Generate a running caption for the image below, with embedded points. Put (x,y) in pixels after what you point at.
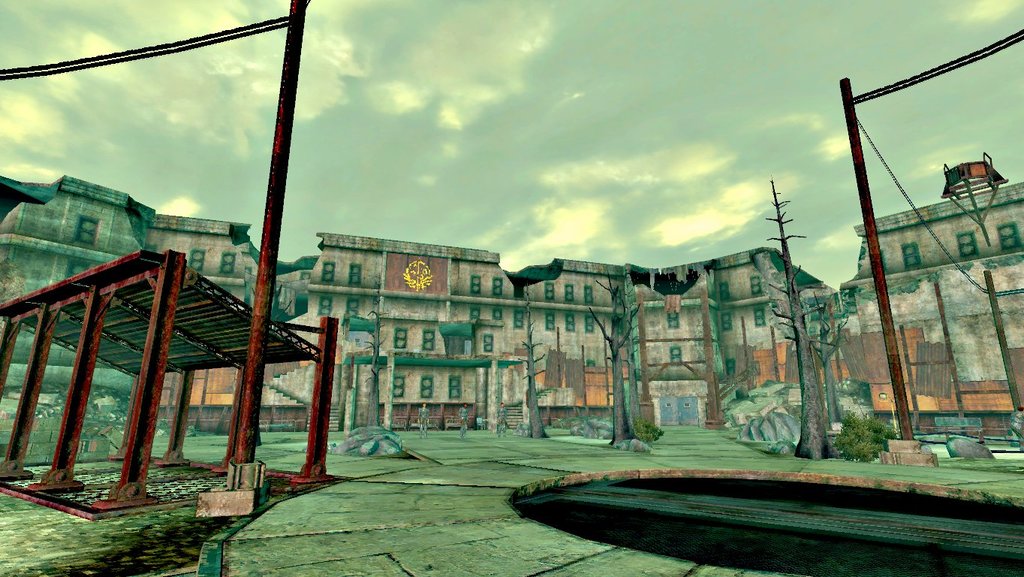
This is an animated image. In this image, in the middle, we can see three persons (462,420). In the background (417,357), there are some buildings (645,314), trees (530,411), plants (860,420), poles (246,404). On top (239,165) there is a sky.
